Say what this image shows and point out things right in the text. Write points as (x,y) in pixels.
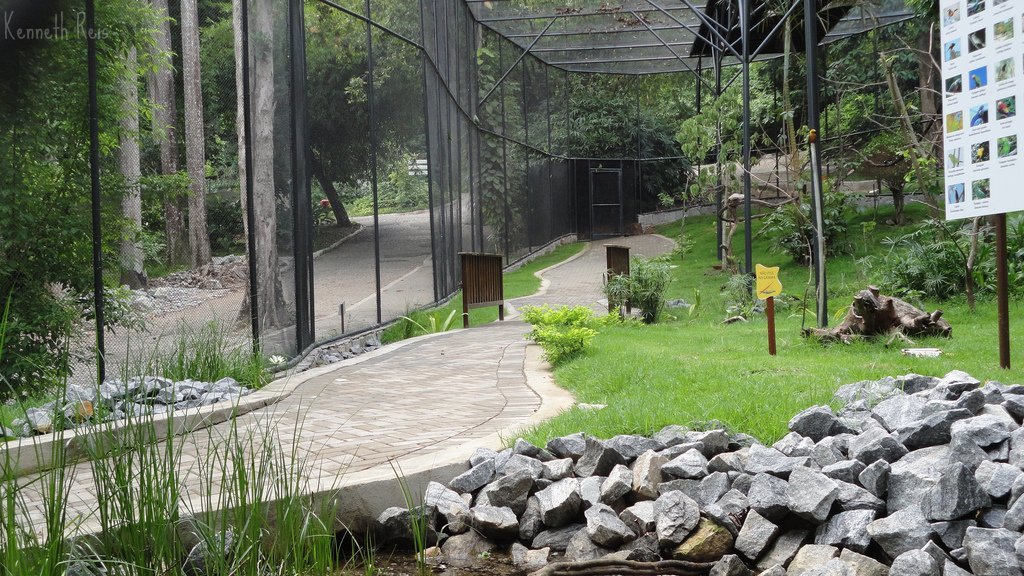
In this picture we can see stones (880,379), boards (982,78), grass (696,258), poles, paths (403,421), fence (435,290) and in the background (722,129) we can see trees (46,173).
